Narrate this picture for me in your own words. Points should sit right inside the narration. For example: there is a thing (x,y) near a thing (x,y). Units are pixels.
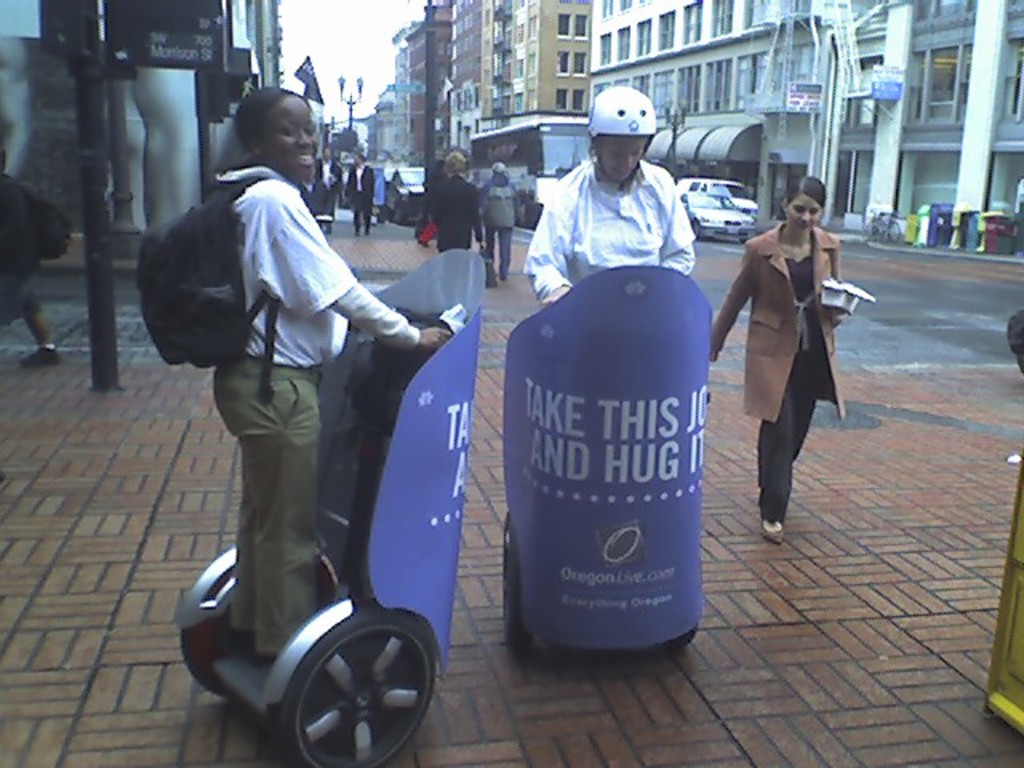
In this image, we can see few people (783,264), vehicles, buildings (404,113), poles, boards (645,631) and few objects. Here we can see two people (584,190) are riding segways (329,620) on the path (634,665).
